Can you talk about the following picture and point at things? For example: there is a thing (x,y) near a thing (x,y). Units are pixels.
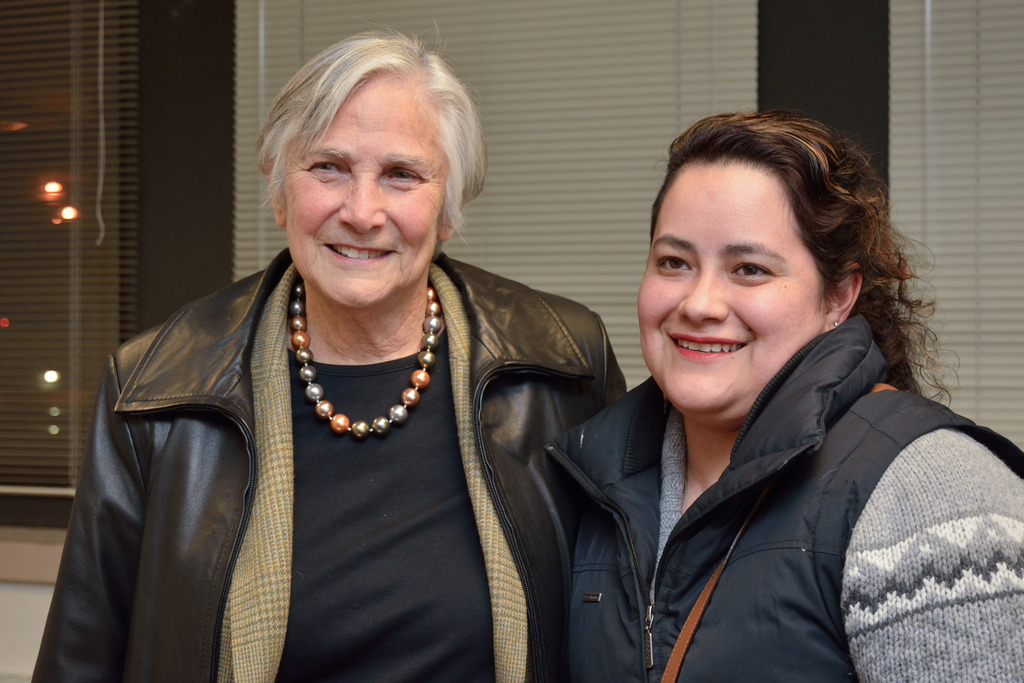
In this image, I can see two people (518,656) standing and smiling. Behind the people (604,585), there are lights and blinds curtains (94,80) hanging.
